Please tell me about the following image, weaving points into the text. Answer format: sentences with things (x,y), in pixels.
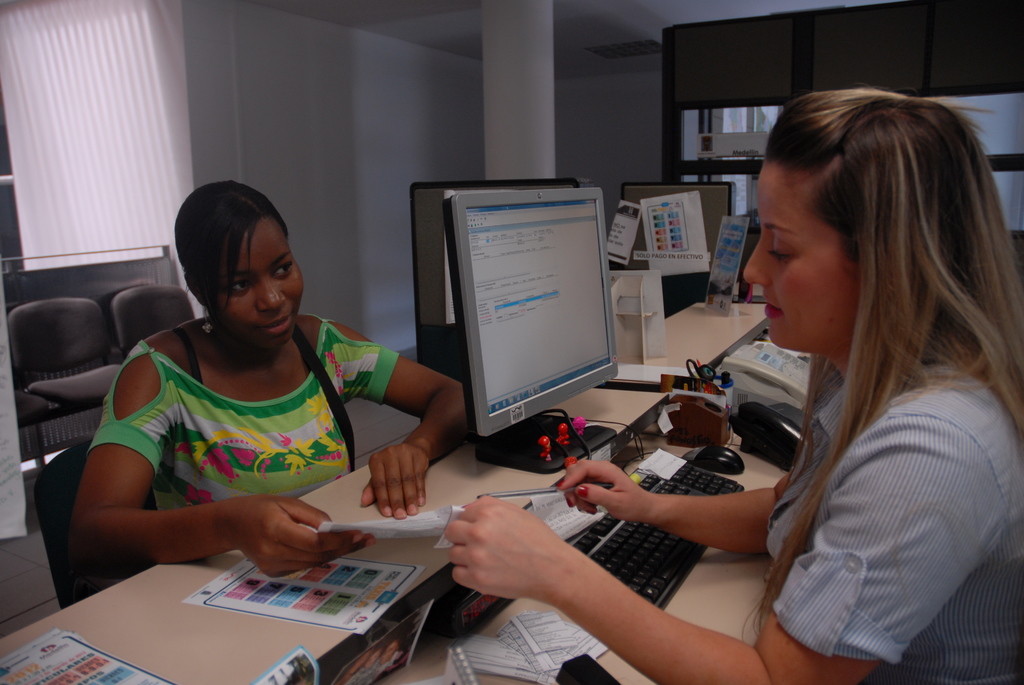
This is a picture taken in a room (354,356), there are a two people (346,438) sitting on a chair (53,528) in front of the two people (829,418) there is a table (182,629) on the table (226,637) there is a paper (346,603), keyboard (627,572), monitor (528,317) and a pen stand (685,400). Background of this people (369,341) there is wall (349,134), pillar (487,113). The wall (470,116) and pillar (499,139) is in white color.
